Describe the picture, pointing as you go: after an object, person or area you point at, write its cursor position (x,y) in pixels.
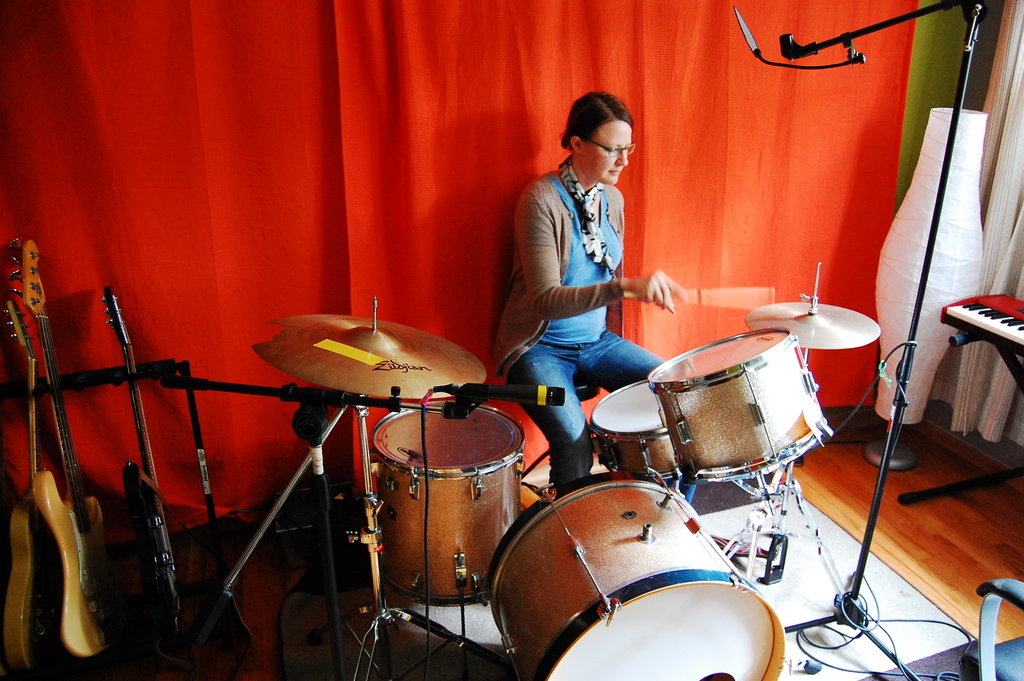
She is sitting on a chair (587,390). She is wearing a spectacle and scarf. She is playing a musical drums (761,349). We can see in background (516,19) red color curtain (516,19), stand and Musical drums (472,525).
